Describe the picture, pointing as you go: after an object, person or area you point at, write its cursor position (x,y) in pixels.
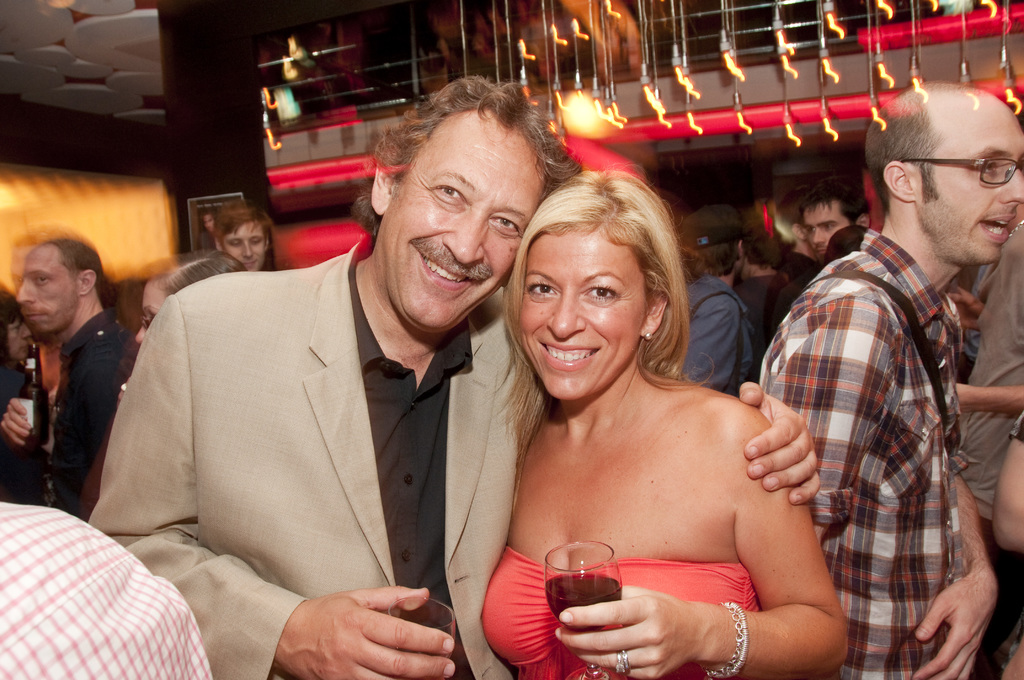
In front of the picture, we see the man (427,426) and the women (518,465) are standing. Both of them are holding the glasses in their hands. They are smiling and they are posing for the photo. Behind them, we see many people (694,252) are standing. At the top (559,74), we see some decorative items (892,79) and the ceiling (126,110). This picture might be clicked in the bar (84,127).
